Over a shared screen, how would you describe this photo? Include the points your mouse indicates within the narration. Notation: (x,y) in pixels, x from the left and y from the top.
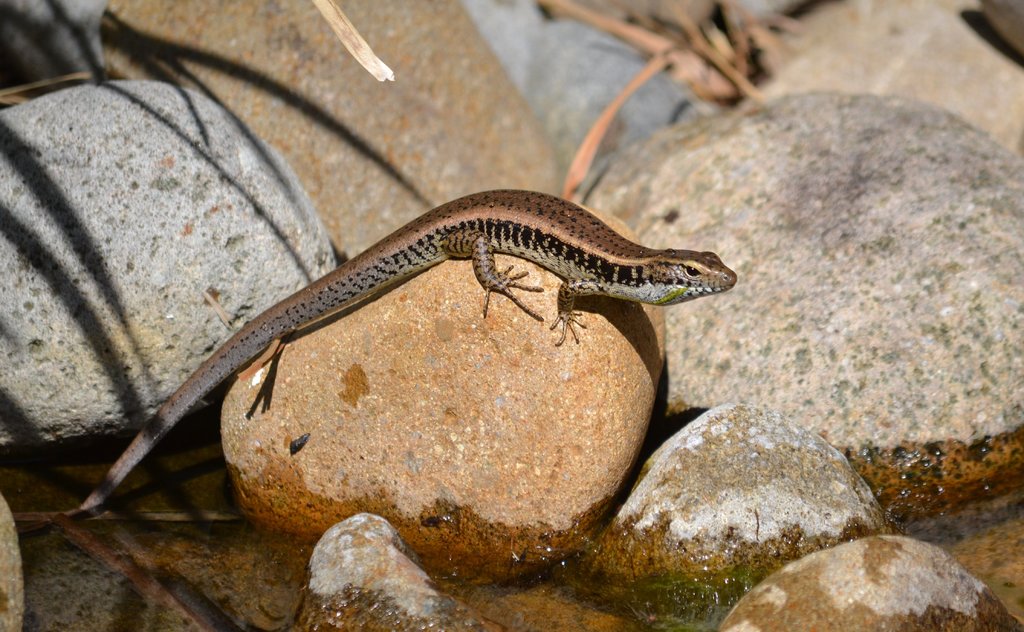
In this picture we can see a reptile (540,210), water (540,601), rocks (324,116) and leaves (715,35).
